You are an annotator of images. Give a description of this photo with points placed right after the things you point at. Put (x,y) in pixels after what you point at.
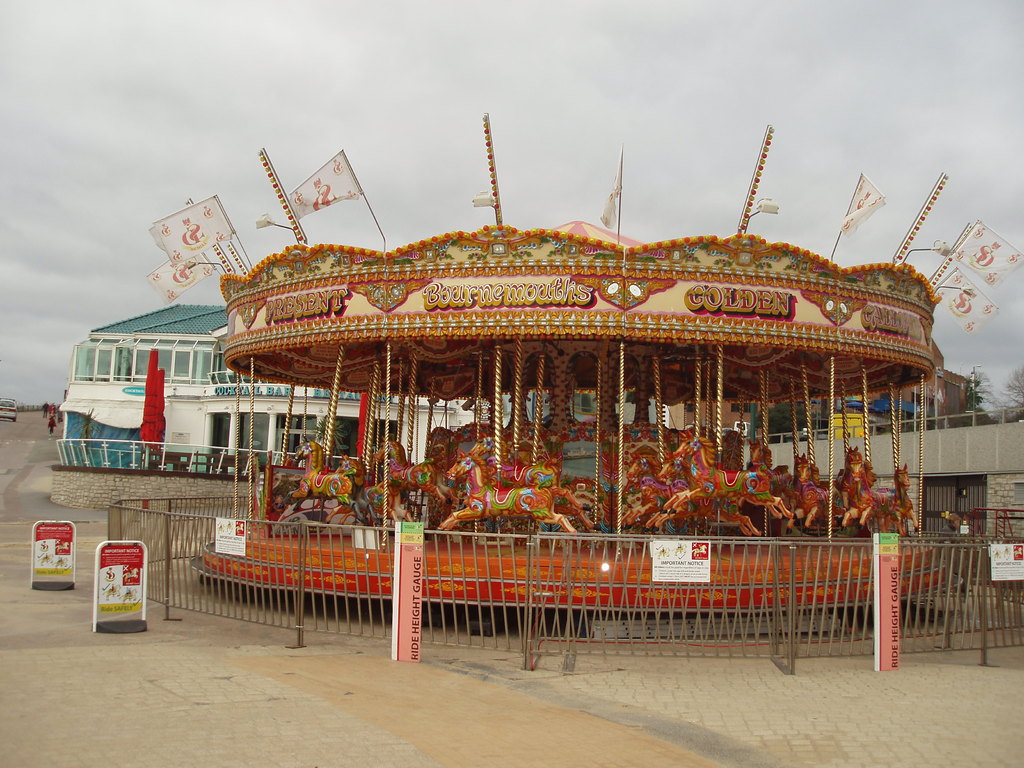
In this image we can see a child carousel (782,281), boards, building (117,424), vehicles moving on the road (9,487), flags (194,276), trees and the cloudy sky (79,153) in the background (465,183).
